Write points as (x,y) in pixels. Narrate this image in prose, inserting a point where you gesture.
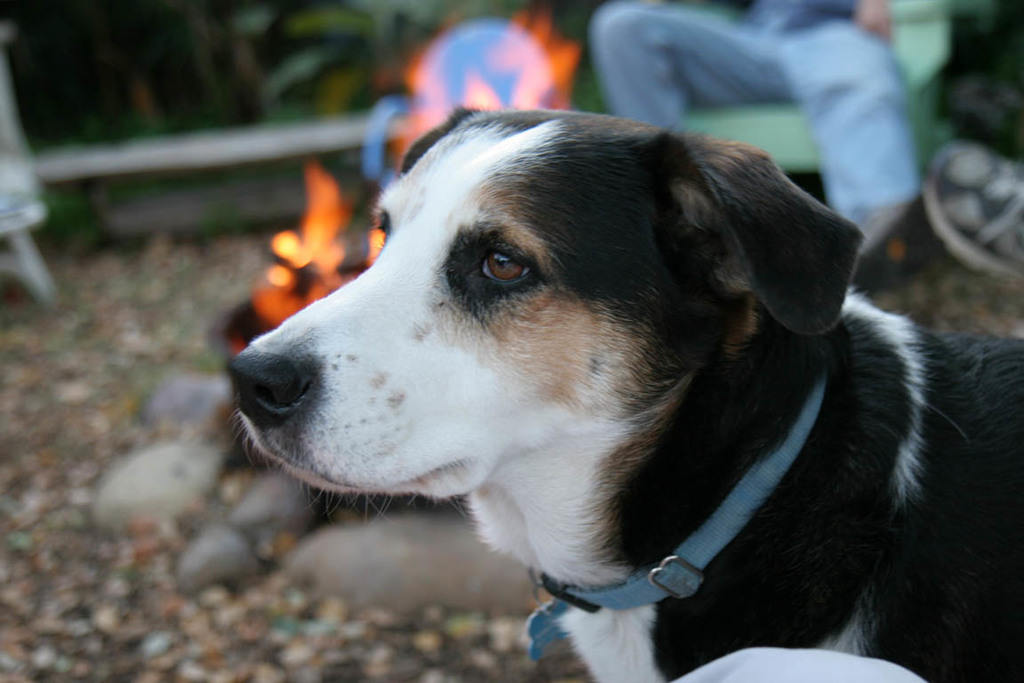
In the image we can see there is a dog (539,391) standing and he is wearing dog belt (728,536). Behind there are other people (692,61) sitting and there is camp fire (297,253) on the ground (206,314). Background of the image (845,26) is blurred.
